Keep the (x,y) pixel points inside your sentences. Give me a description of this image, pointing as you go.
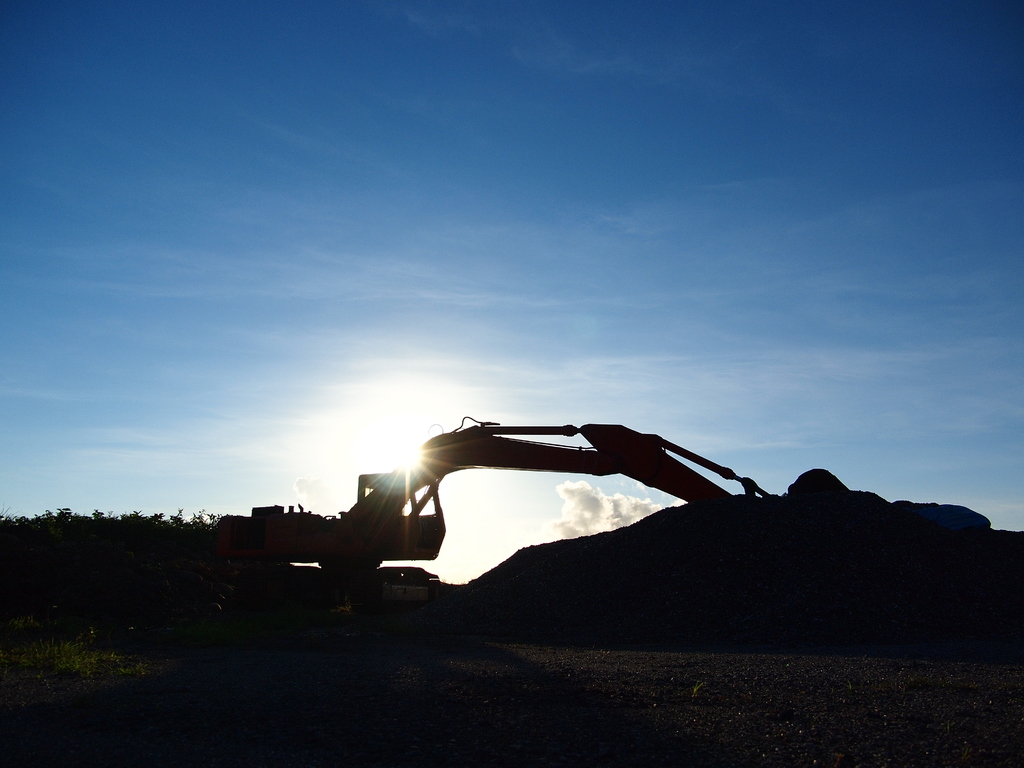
In the foreground of the picture (204,544) there are trees (83,534), soil (539,582) and a machinery (371,495). Sky (359,269) is sunny.
